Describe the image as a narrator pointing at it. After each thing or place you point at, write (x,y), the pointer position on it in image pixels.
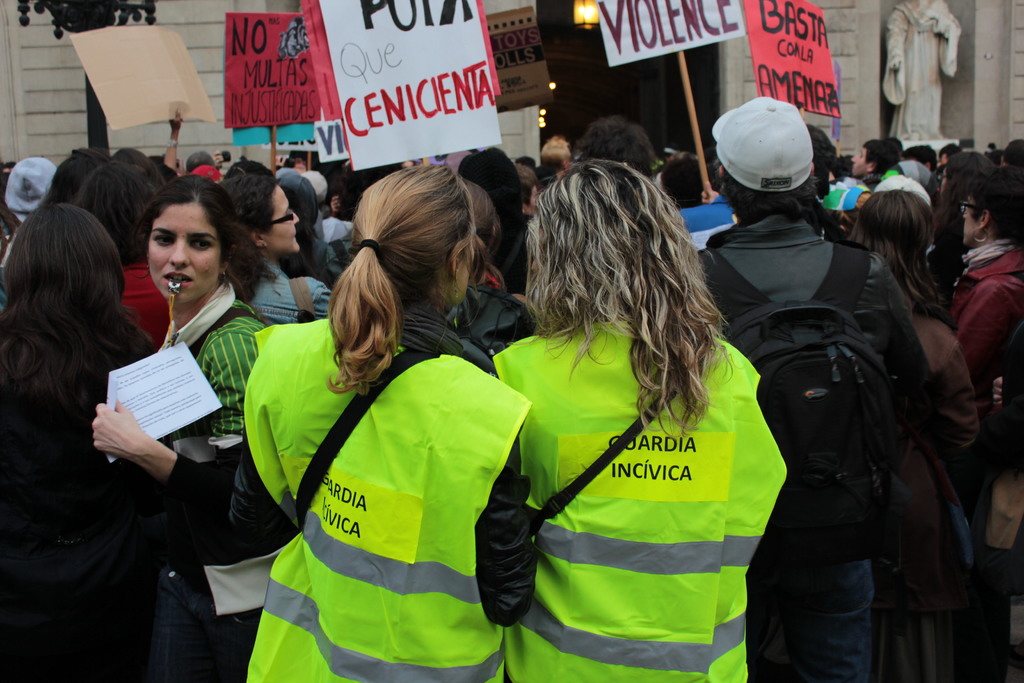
As we can see in the image there are group of people (469,313), banners (436,82) and in the background (200,17) there are buildings (883,98). In the front (422,505) there are two women (536,444) wearing green color jackets (593,582).
